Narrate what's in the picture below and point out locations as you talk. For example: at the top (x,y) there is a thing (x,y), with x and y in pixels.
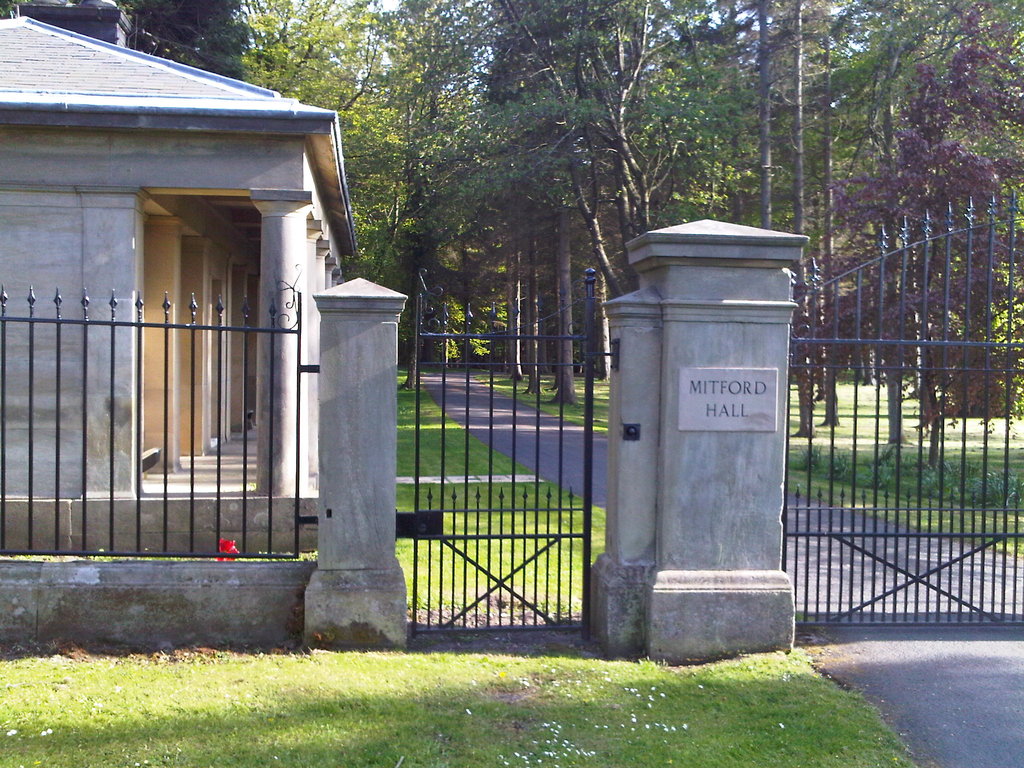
In front of the image there are concrete pillars (370,401) with metal rod gates (489,535), behind the gates (419,419) there is a road (534,435), on the other side of the road (484,387) there are trees (488,314), on the other side of the road (477,373) there is a concrete building (149,281) with pillars (212,421), on the surface (345,747) there is grass (677,673), on the pillar (741,360) there is name plate (705,413) engraved.
